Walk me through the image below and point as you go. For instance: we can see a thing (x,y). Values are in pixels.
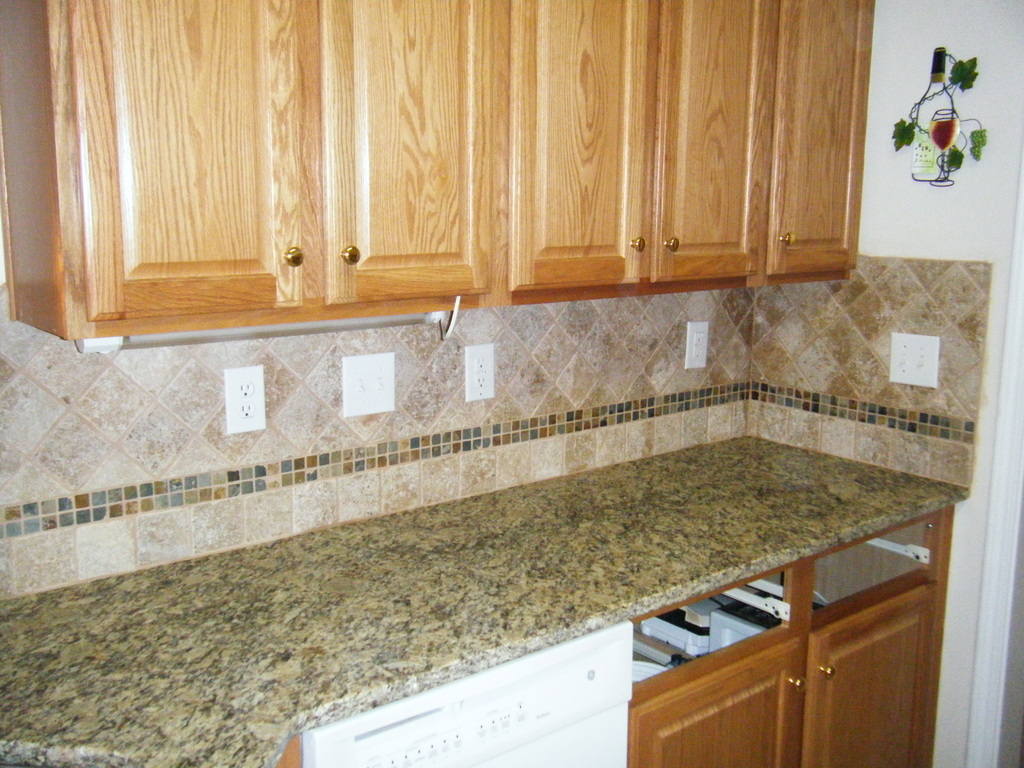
In this image I can see few cupboards (545,297), a countertop (663,516) and under this countertop (464,673) I can see a white colour thing (596,655). I can also see few power sockets (929,378) and few stickers (941,180) on these walls (597,428).
